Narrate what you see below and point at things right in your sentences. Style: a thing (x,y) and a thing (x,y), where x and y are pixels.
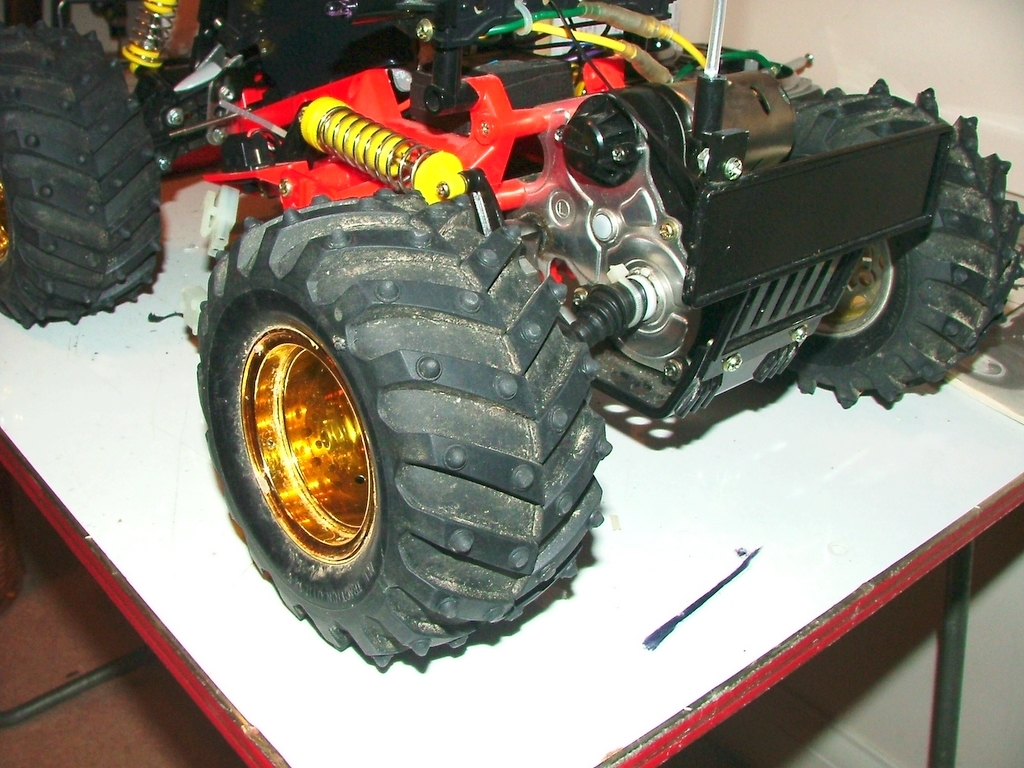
In this image there is a miniature (415,610) of a monster truck (800,73) on the table (623,534).
